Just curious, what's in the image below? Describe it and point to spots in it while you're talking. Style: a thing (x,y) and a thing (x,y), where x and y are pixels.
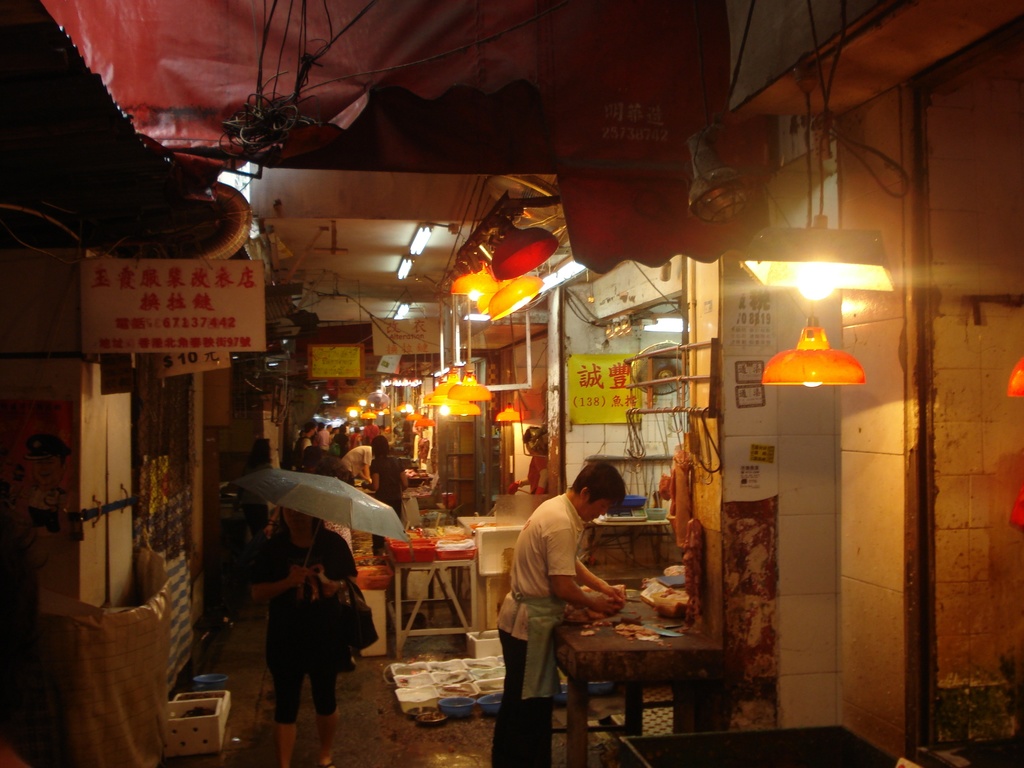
This picture is clicked in the market (458,474) where the group of persons (352,463) are standing and walking. In the front (306,609) the person (305,606) is holding umbrella (318,518) and walking. At the right side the person (547,607) is standing and doing work. There are lights (490,282) hanging and there are some sign boards (196,313). In the background (323,438) there are person (339,439) standing and walking. At the right side (872,473) there are tiles (873,486).
